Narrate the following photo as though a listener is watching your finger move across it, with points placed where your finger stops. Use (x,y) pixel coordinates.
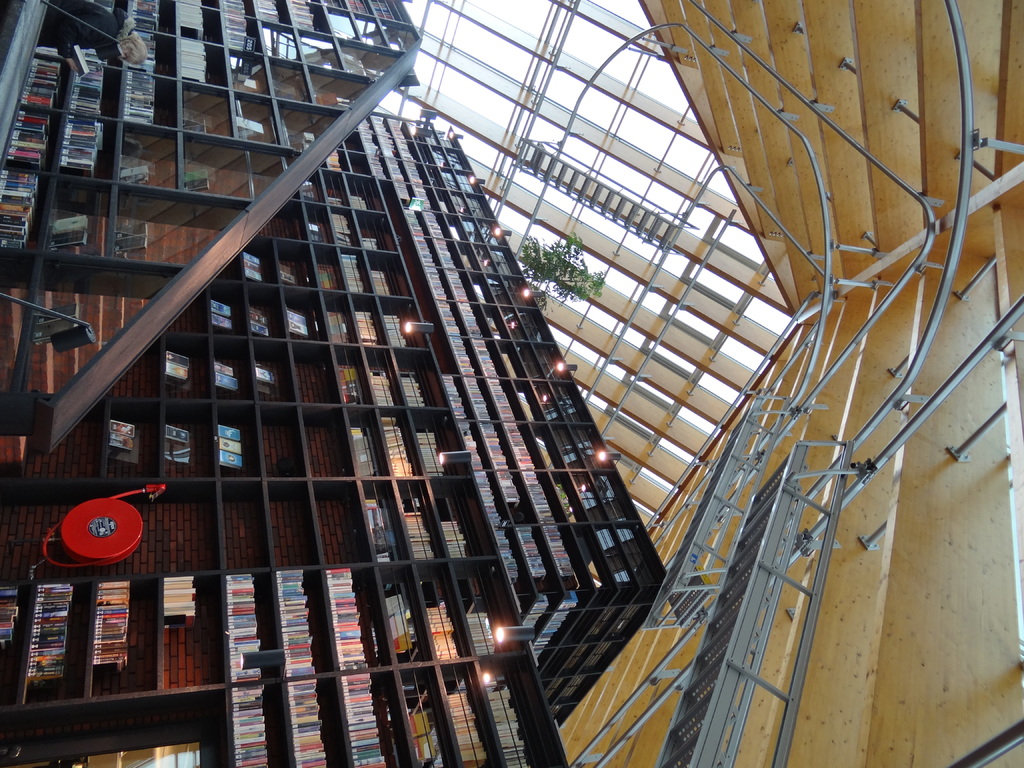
In this picture we can see books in racks (522,317), lights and some objects (196,168) and a person (83,30) holding a book (83,59) and in the background (705,524) we can see a plant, rods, roof (756,273).
